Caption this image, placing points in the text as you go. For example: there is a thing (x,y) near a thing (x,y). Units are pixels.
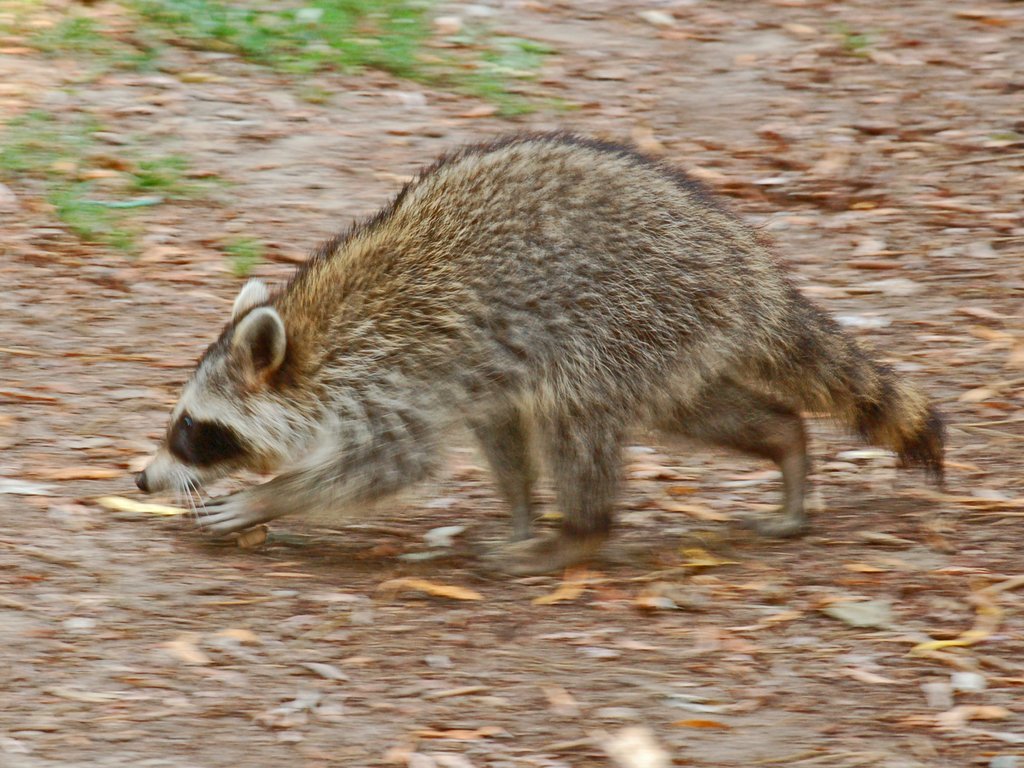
In this image we can see an animal (399,278) on the ground (271,152), it is in brown color, there are dried twigs (87,363).
